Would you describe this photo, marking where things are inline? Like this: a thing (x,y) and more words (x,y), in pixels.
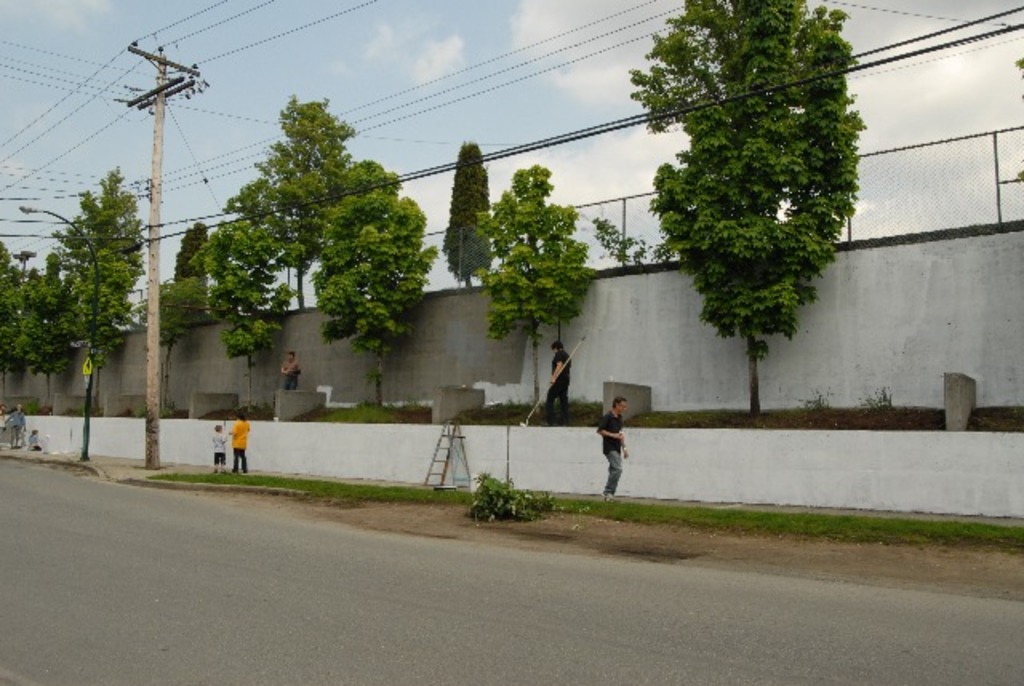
In this picture we can see the trees (508,248), wall (517,338), mesh (1019,190), wires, poles (151,220), light (58,220), ladder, board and some persons (556,369). At the top of the image (427,52) we can see the clouds (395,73) are present in the sky (624,47). At the bottom of the image (479,591) we can see the road (533,639). In the middle of the image (659,421) we can see the plants (487,498) and grass (838,517).
